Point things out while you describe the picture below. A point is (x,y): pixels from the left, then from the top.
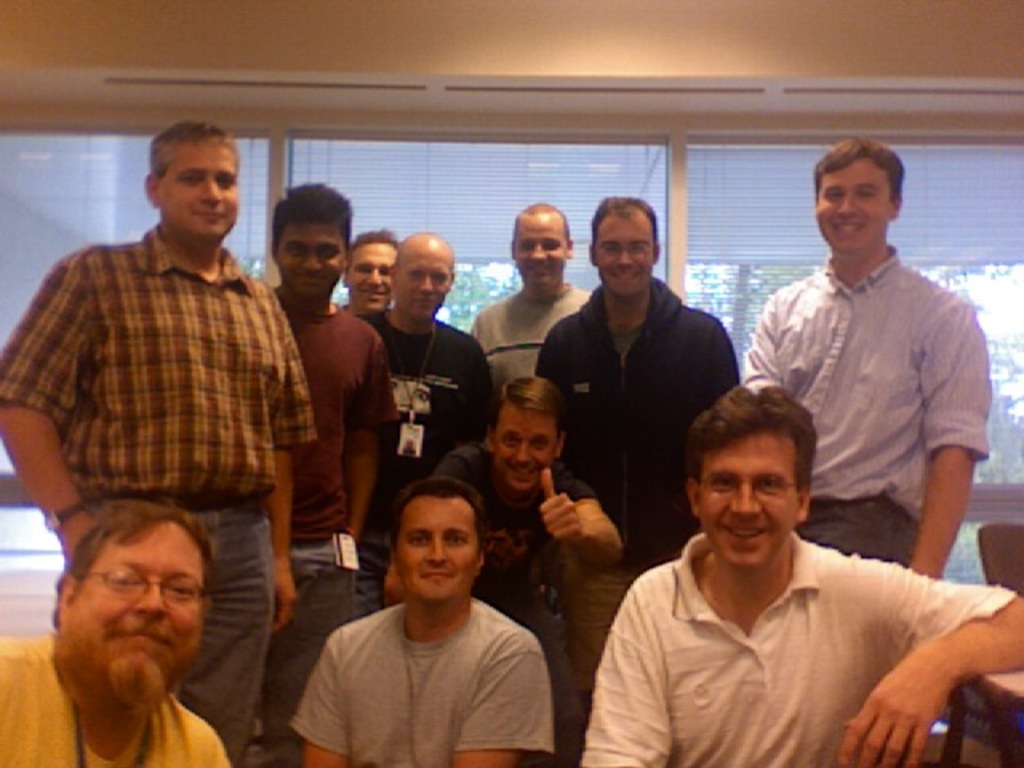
In this image there are a person's (378,411) standing and sitting and smiling. On the right side (1015,690) there is a table (996,683) and there is an empty chair (1009,557). In the background (442,219) there are windows (50,265), behind the windows (444,182) there are trees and there are window curtains (424,212).
